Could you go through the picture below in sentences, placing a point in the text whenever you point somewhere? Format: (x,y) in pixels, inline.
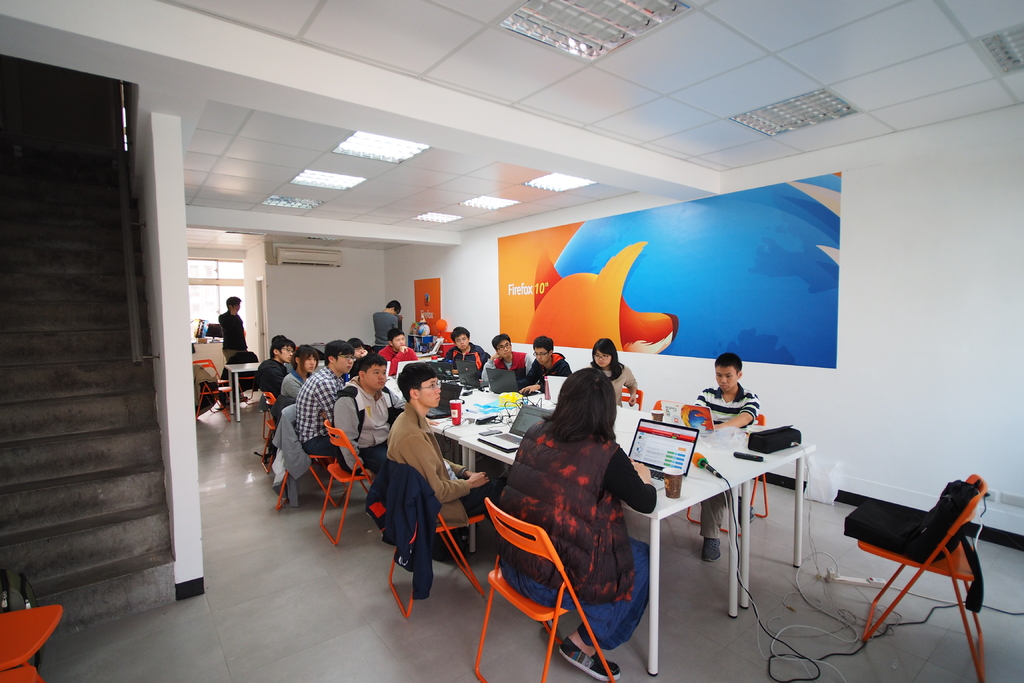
This picture describe as group of people (596,550) sitting in the board room (765,389) for the meeting, and a big table (686,486) on which boys (360,436) and girls (619,516) are sitting with laptop (658,460) on it, coke cans (458,422) and bags (492,405). Beside the table (472,428) we have orange color chair (966,517) on which the jacket (928,512) is placed, Behind we have a colorful poster (722,285) with orange and blue, on the white ceiling (622,67) we have lights (315,184). On the extreme left side (119,301) we have stair (75,381) and one orange color chair (30,630) on the floor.
